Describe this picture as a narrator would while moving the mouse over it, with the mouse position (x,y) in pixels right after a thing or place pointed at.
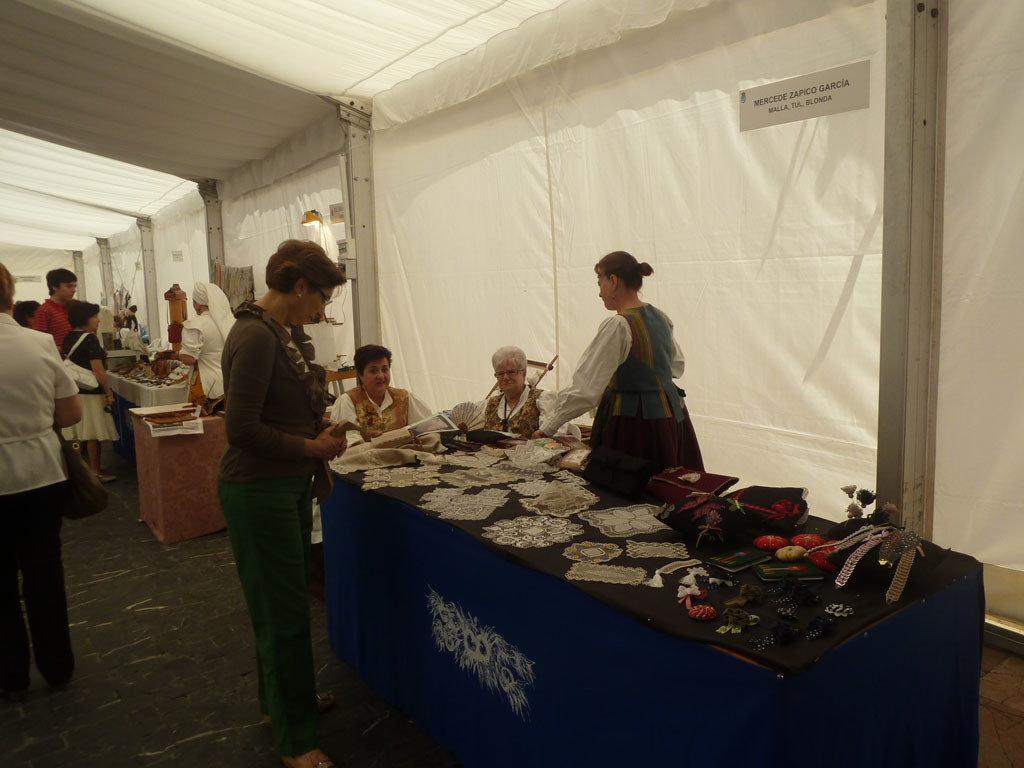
It looks like there might be some event going on, there are different stalls (395,466) and few people (68,302) were standing in front of those stalls (573,560), in the front (779,575) there are some lace doilies (555,498) and some other objects (718,499) kept on the table (711,514) and two people (365,393) were sitting beside that table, in the background (295,163) there are white clothes (556,188) covered the entire area.
